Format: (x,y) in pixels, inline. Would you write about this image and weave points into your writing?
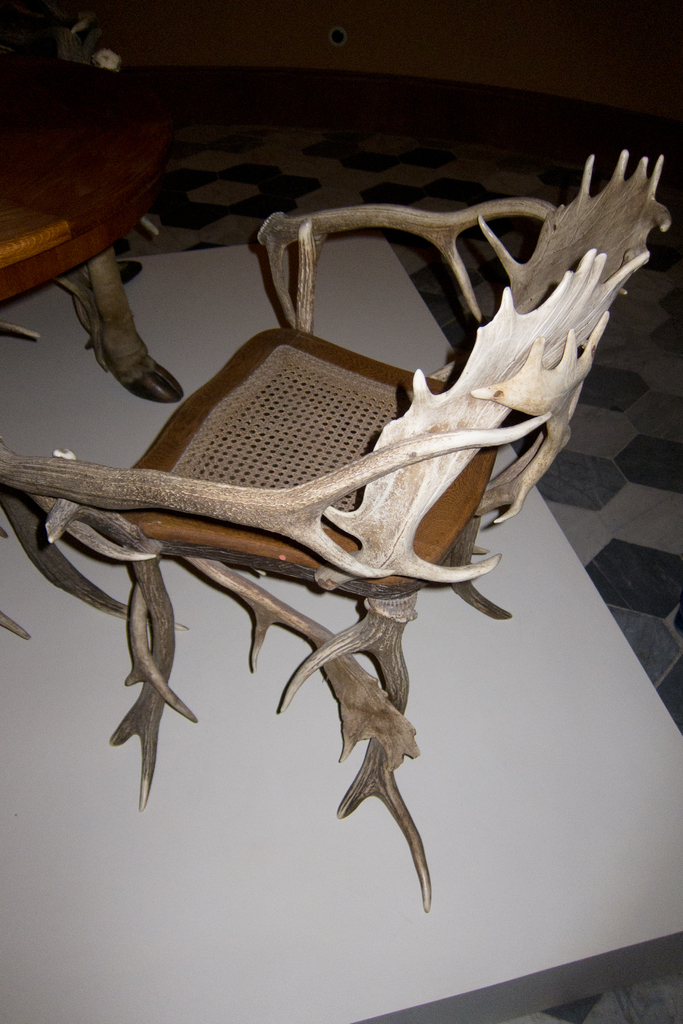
In this picture we can see a chair (481,478) on the surface (440,678). In the background (184,242) we can see the floor (418,176) and the wall (522,62).
